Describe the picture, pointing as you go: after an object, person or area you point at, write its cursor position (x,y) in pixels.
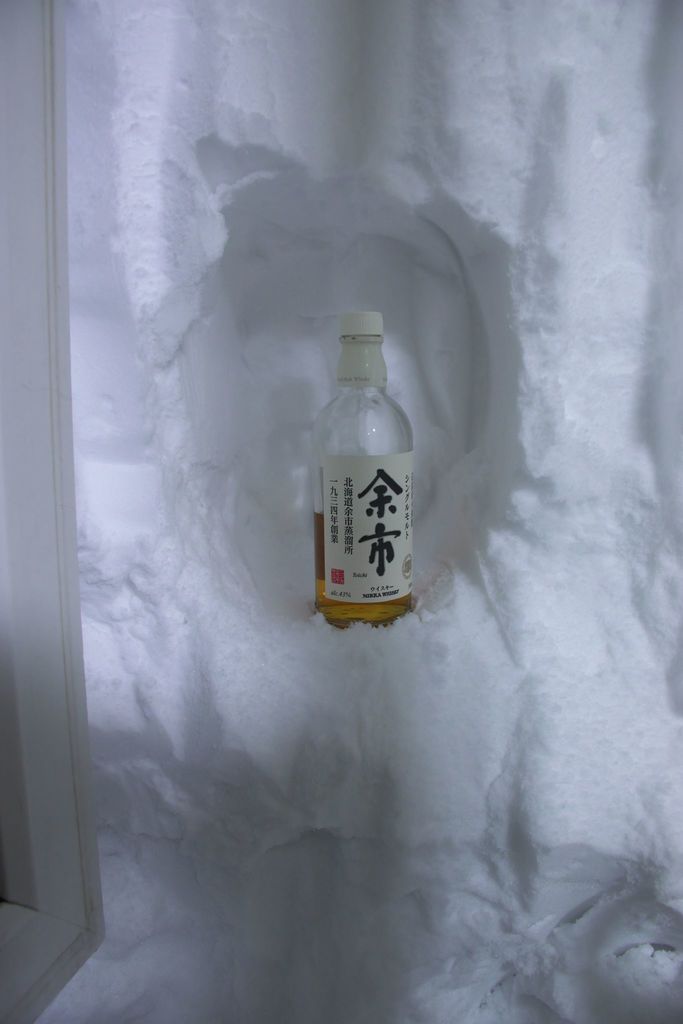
This is the picture of a bottle (360,510) in the ice (519,105) and the bottle lid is in white color and the label (357,461) is in white color and something is written on the label (384,478) with black color.
